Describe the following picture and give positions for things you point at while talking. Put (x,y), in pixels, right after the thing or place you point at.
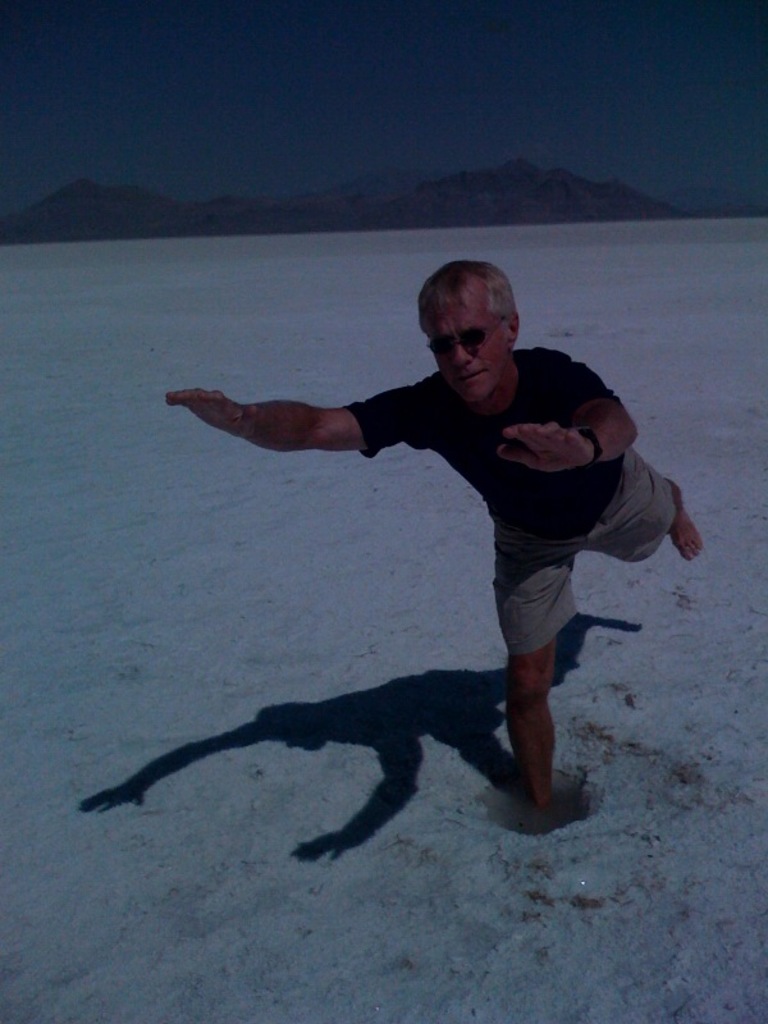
In this image there is a person (541,401) standing with one leg (547,702) in the water (559,812), which is on the surface (281,830). In the background (277,185) there are mountains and the sky (383,93).
